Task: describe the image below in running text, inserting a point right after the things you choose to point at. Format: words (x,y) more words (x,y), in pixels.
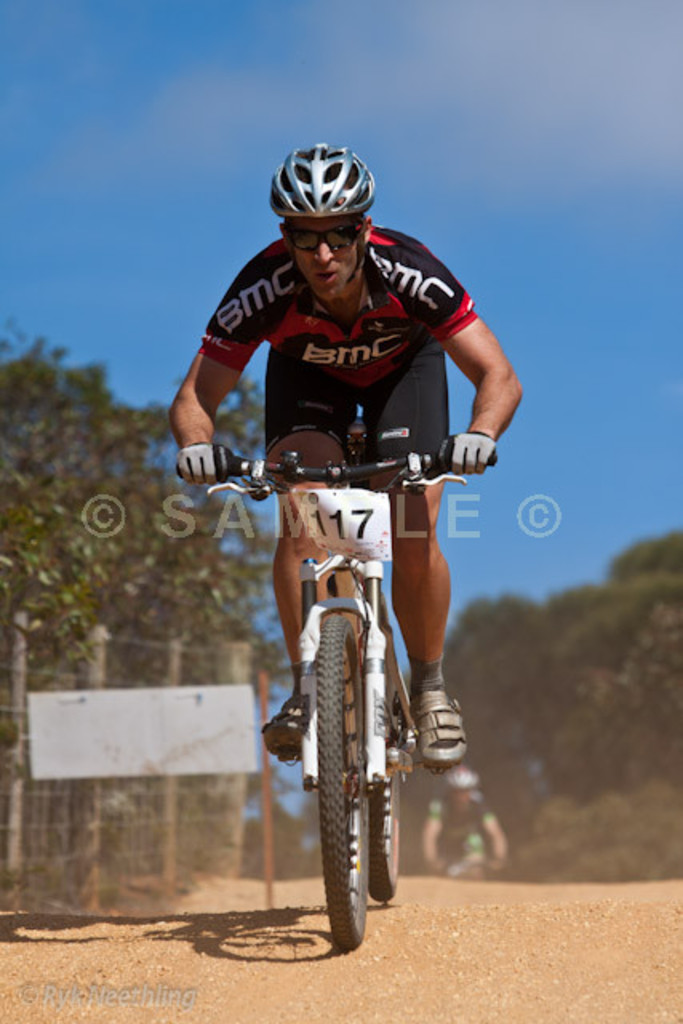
In this image we can see a man (420,595) is cycling. He is wearing black color t-shirt (400,349), shorts (401,400) and helmet (317,206). Background of the image (101,796) trees (87,517) and fencing (82,814) are there in the sky (243,191) is in blue color. In the middle of the image (247,526) watermark (473,498) is present.
